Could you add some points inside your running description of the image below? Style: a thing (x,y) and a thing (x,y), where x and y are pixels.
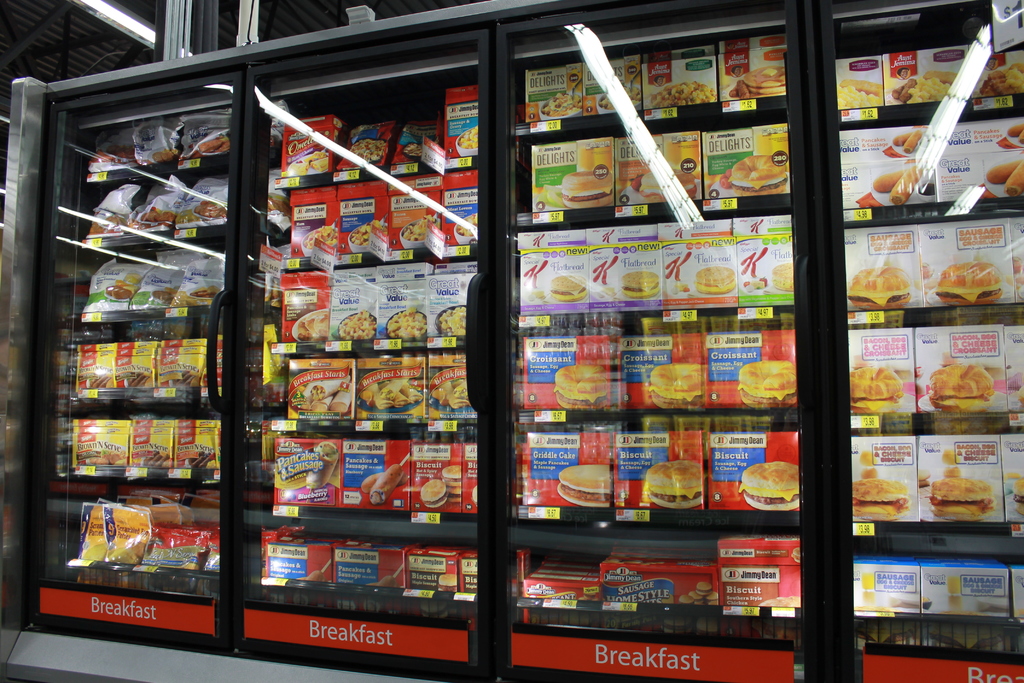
In the foreground (430,319), I can see food packets (178,368), covers (119,384), sachets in cupboards (796,424). In the background (82,21), I can see lights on a rooftop (288,20). This picture might be taken in a shop (500,438).
